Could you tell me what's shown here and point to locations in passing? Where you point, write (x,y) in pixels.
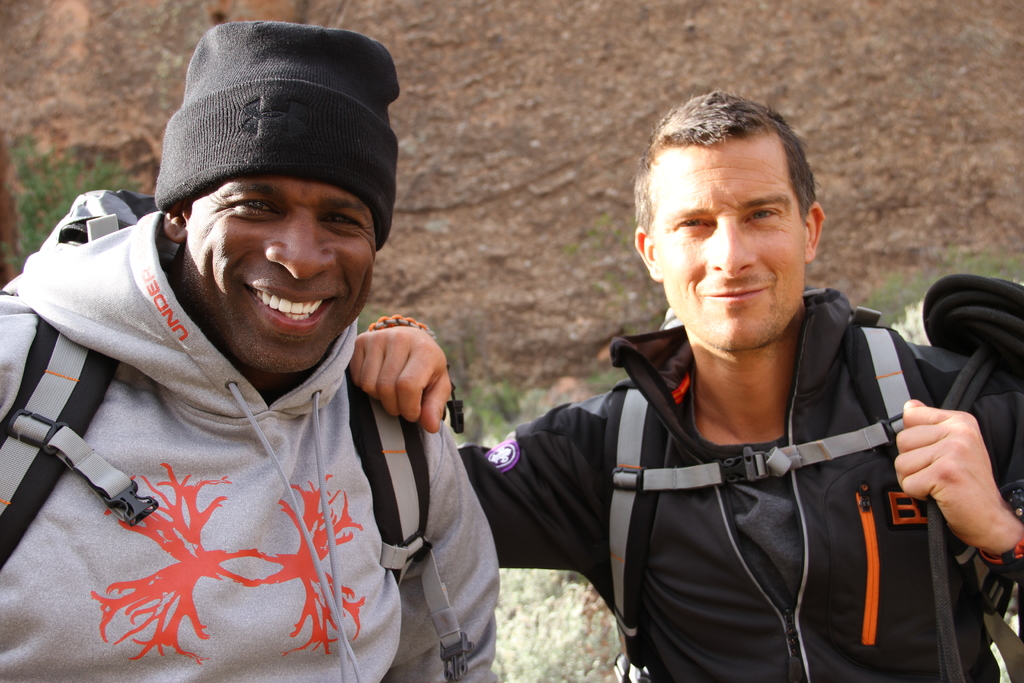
In this image we can see two persons (264,529) standing on the ground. In the background (262,6) there is a rock (873,26).
